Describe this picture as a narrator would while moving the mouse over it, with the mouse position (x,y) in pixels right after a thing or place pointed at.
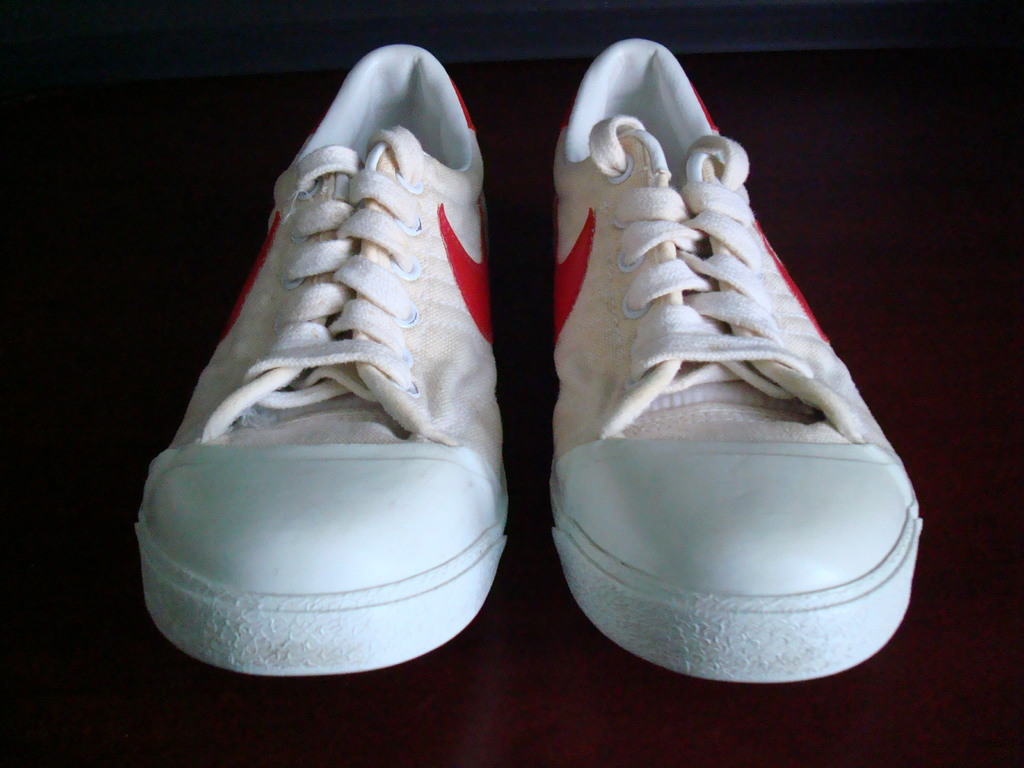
In this image, we can see pair of shoes (656,414).
